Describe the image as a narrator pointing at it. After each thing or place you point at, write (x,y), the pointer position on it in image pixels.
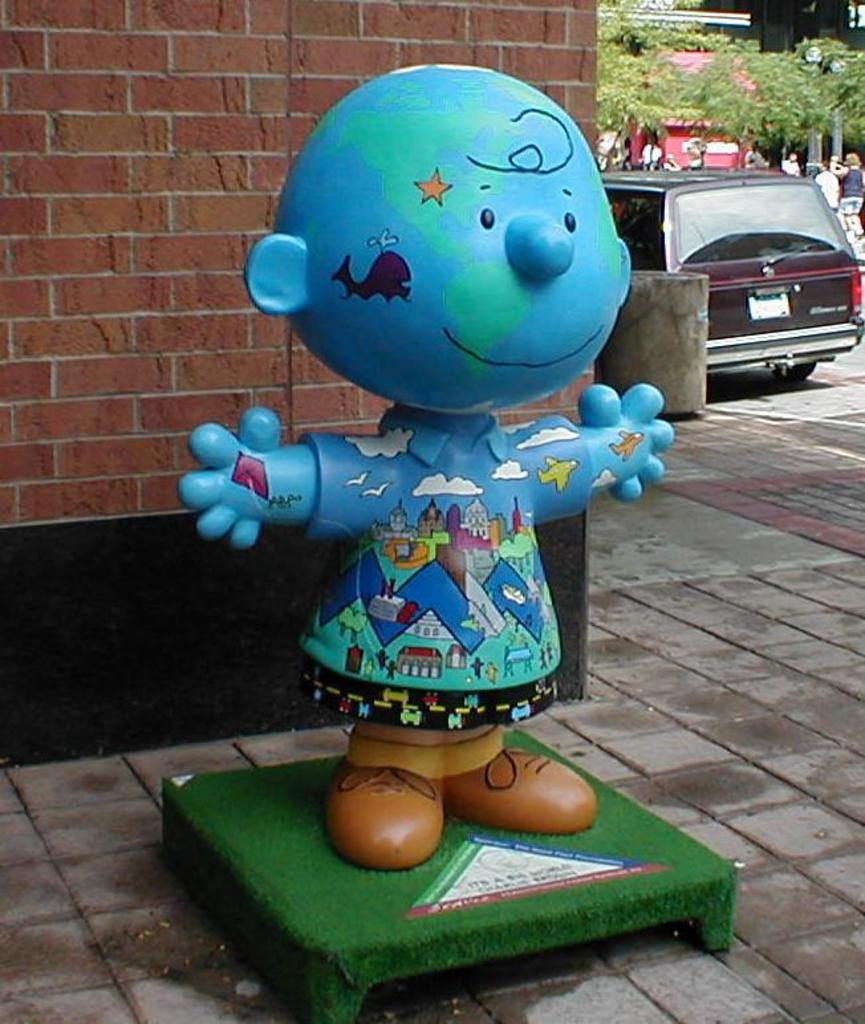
In-front of this brick wall (168,193) we can see a blue statue (460,671) with painting (409,590). Right side of the image (837,87) we can see trees (765,96) and vehicle (710,264).
